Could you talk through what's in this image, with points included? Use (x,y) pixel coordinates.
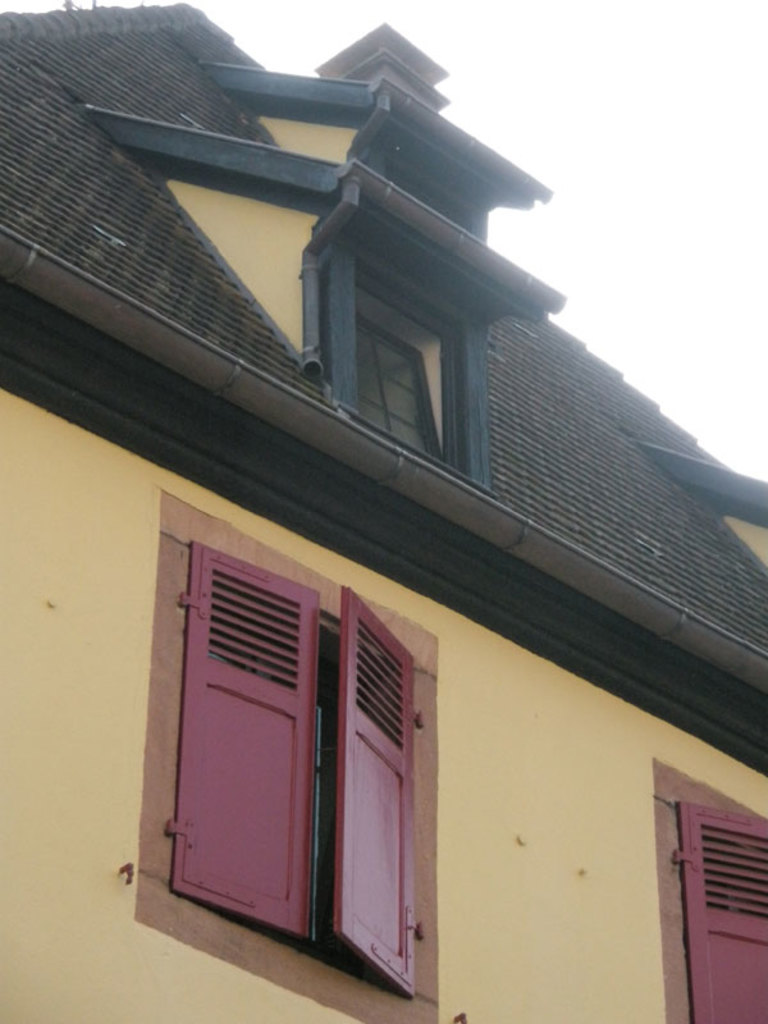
In this image we can see yellow and black color house (57,840) with pink color windows (356,804).
